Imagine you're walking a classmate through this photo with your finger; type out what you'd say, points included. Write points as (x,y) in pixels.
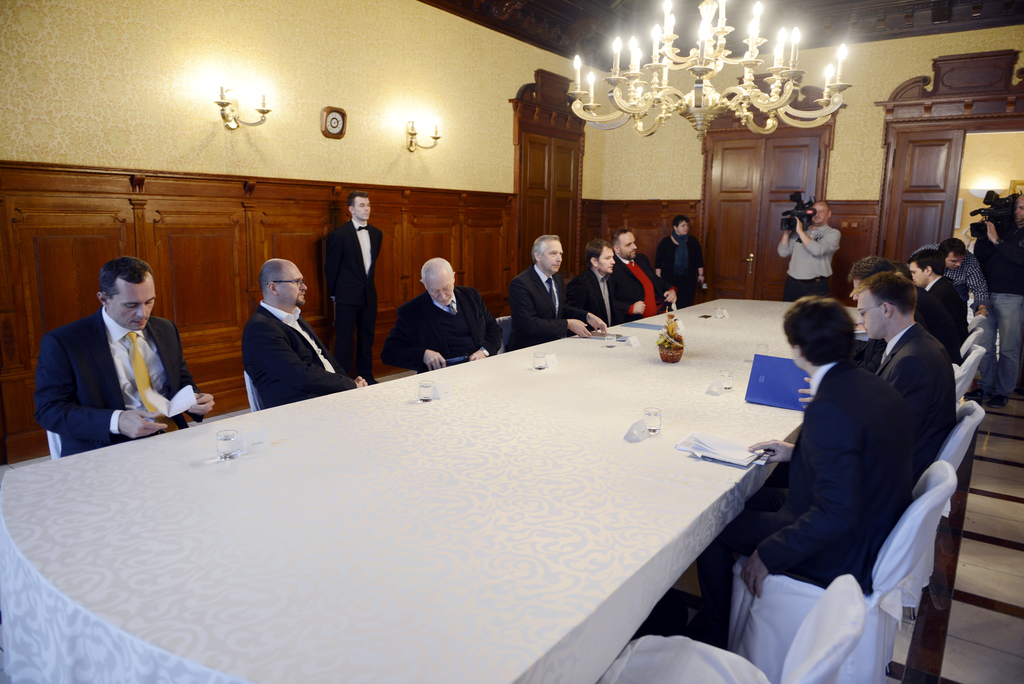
Here we can see a group of people (137,342) sitting on chairs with table (699,510) in front of them having glasses of water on it, some of them are carrying files (776,402) and papers (741,452) with them and behind them we can see some people (958,241) standing and recording with their video cameras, there is a chandelier (718,6) present at the top of them and there are lamps (221,84) here and there and there are doors (793,144) present.
